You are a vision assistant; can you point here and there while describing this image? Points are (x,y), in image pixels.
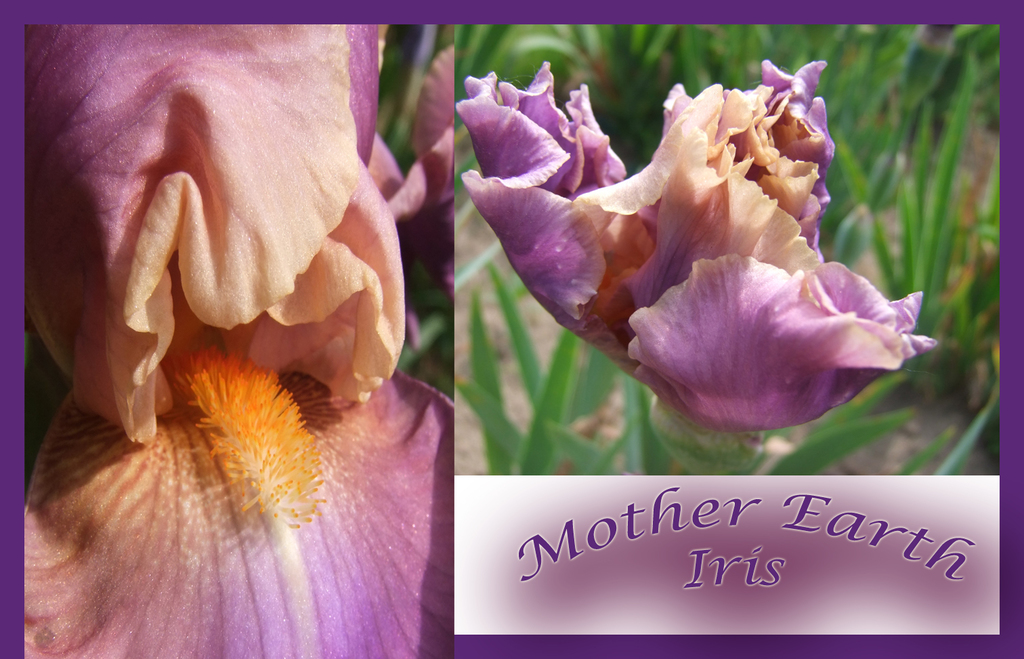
In this image, we can see flowers (213,367).
